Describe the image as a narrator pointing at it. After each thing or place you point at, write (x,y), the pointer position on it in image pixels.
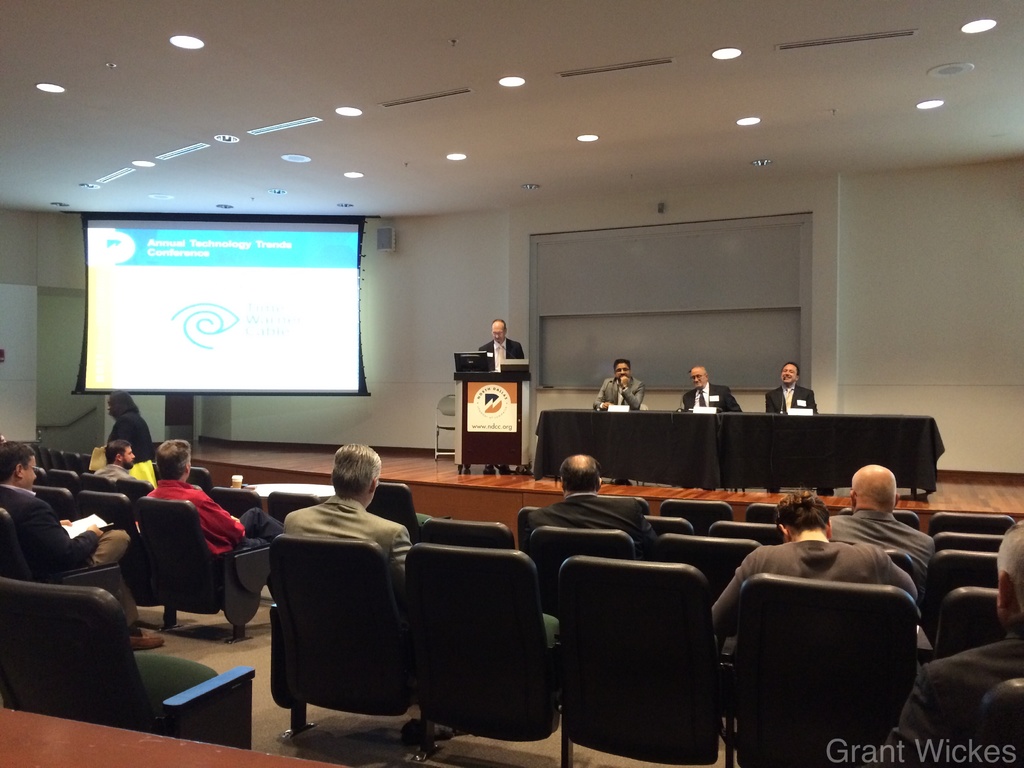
The image looks like it is an auditorium (749,279), where a meeting is going on. And there is a screen (293,336) to the left of the image (158,247). In the background (492,475) there is a stage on which there are four persons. One is standing in front of the podium (477,456) and talking. And three persons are sitting in front of the table (724,451). And the audience (855,570) are listening to them sitting on their own chairs (537,615).
